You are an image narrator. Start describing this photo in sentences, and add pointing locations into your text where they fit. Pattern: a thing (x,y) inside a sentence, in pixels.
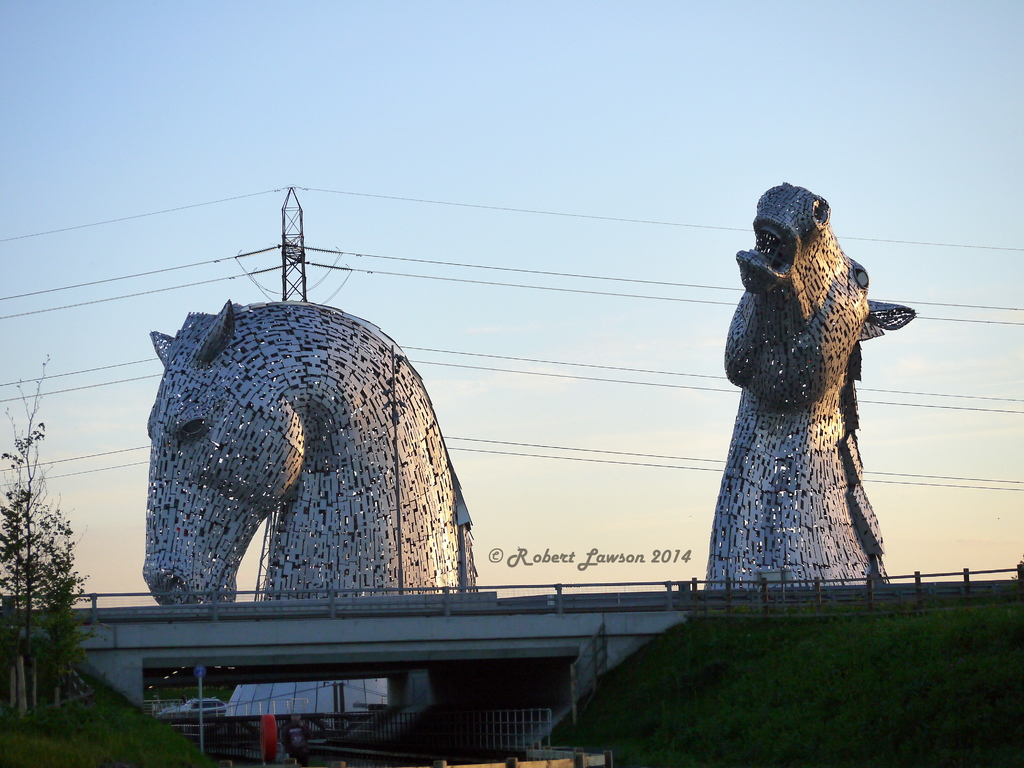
In this picture we can see sky (790,170), tower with wires (347,194). We can see two statues (841,471) and a watermark (496,562). This is a bridge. We can see grass (662,752), tree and railing (812,592).
